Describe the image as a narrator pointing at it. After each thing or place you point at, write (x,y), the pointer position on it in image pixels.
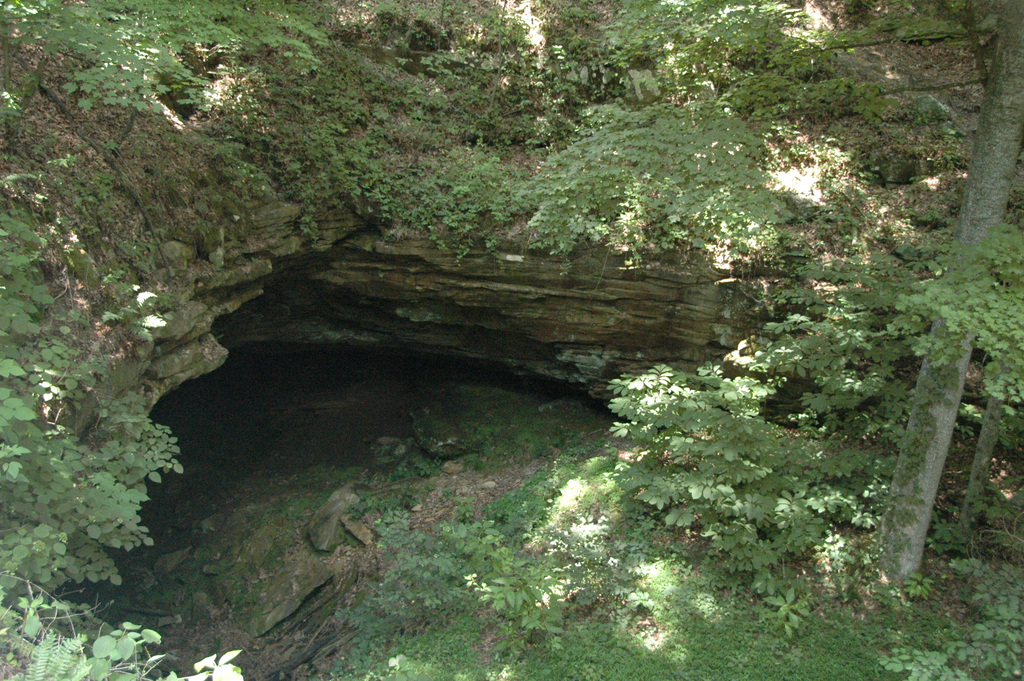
In this picture there is a cave (248,435). At the bottom (253,503) we can see stones (267,604) and grass (461,614). On the right (1005,199) there is a tree trunk (955,422).
